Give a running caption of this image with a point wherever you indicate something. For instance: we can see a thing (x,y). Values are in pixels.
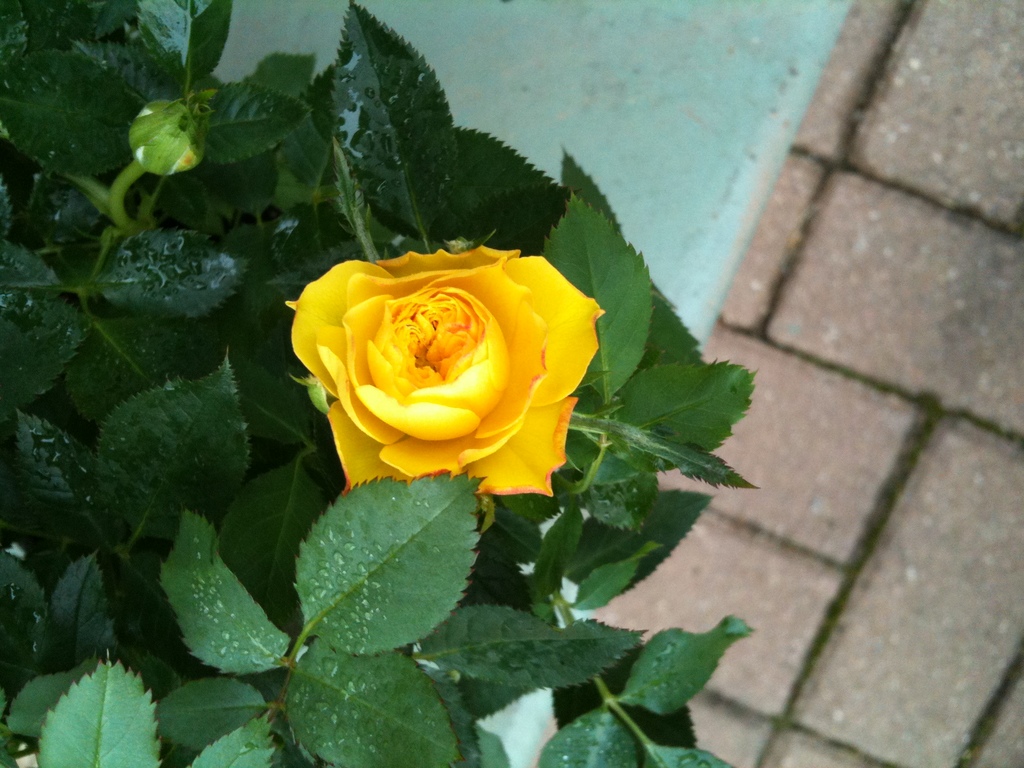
In this picture I can see a plant (406,341) with a yellow flower (406,284) and a bud (141,127), and in the background (1016,527) there is a pathway (778,278).
